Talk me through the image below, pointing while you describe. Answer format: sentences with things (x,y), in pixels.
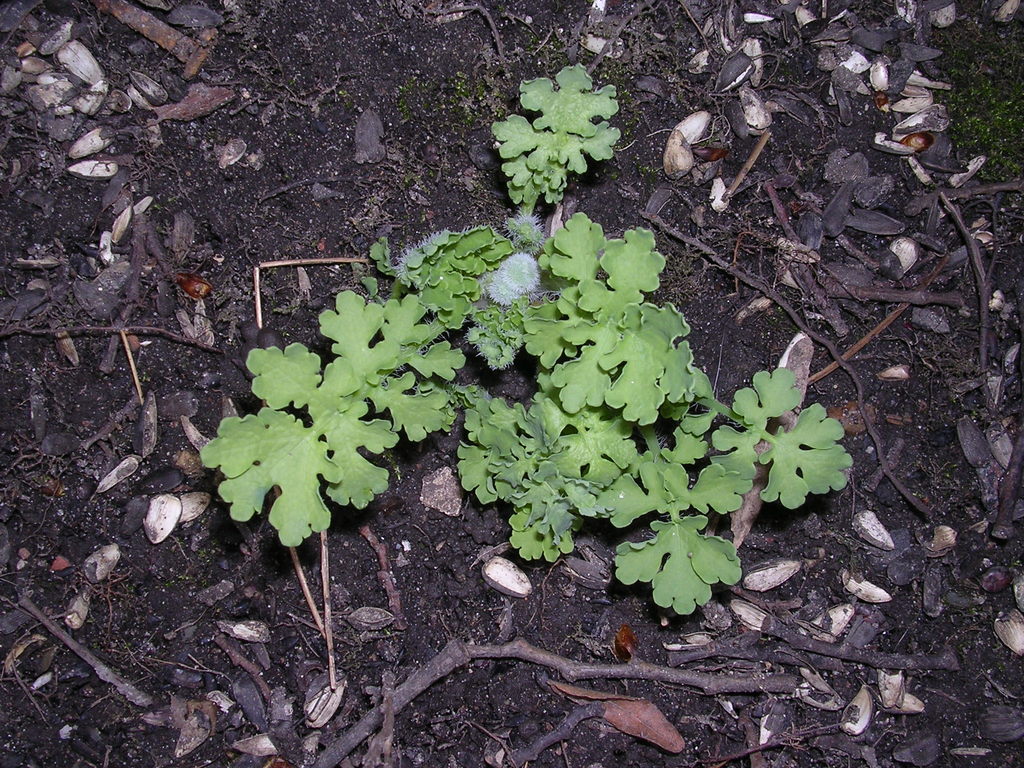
In this image I can see green colour leaves (437,413) and I can also see sticks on ground (417,549).
